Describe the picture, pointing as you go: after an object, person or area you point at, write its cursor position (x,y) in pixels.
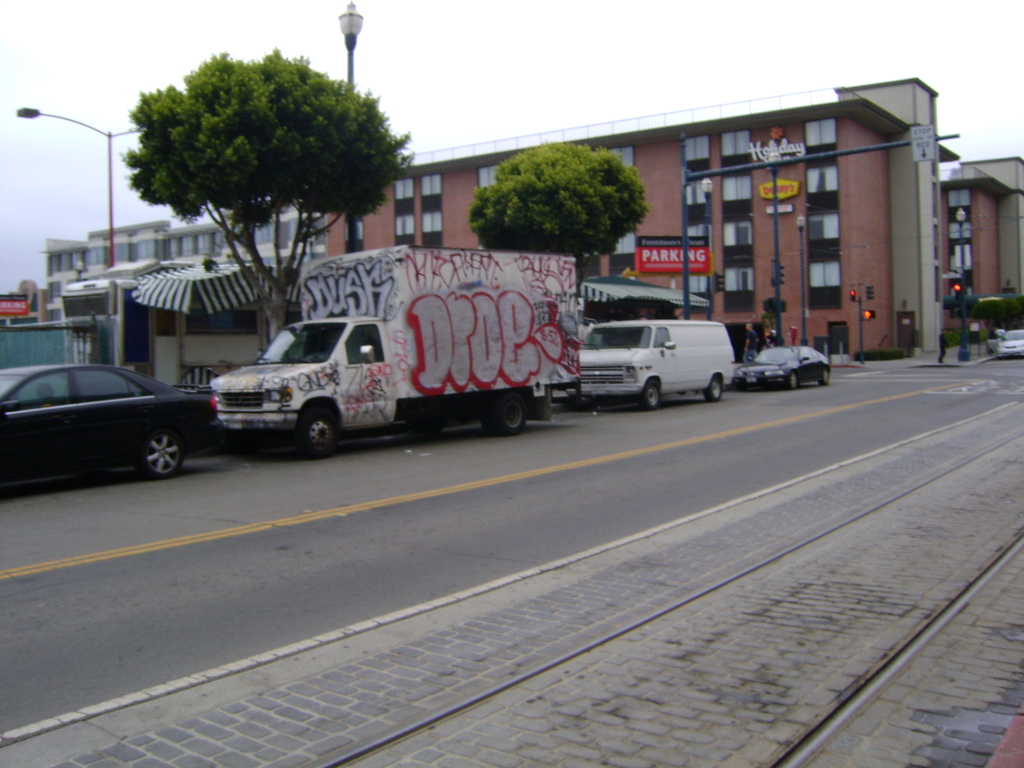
In this image we can see vehicles (58,410) on the road (919,404), trees (336,148), tent (156,306), buildings (945,286), windows (695,157), traffic signal poles (763,163), light poles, street lights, hoardings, objects (139,331) and clouds (377,65) in the sky (790,44).
